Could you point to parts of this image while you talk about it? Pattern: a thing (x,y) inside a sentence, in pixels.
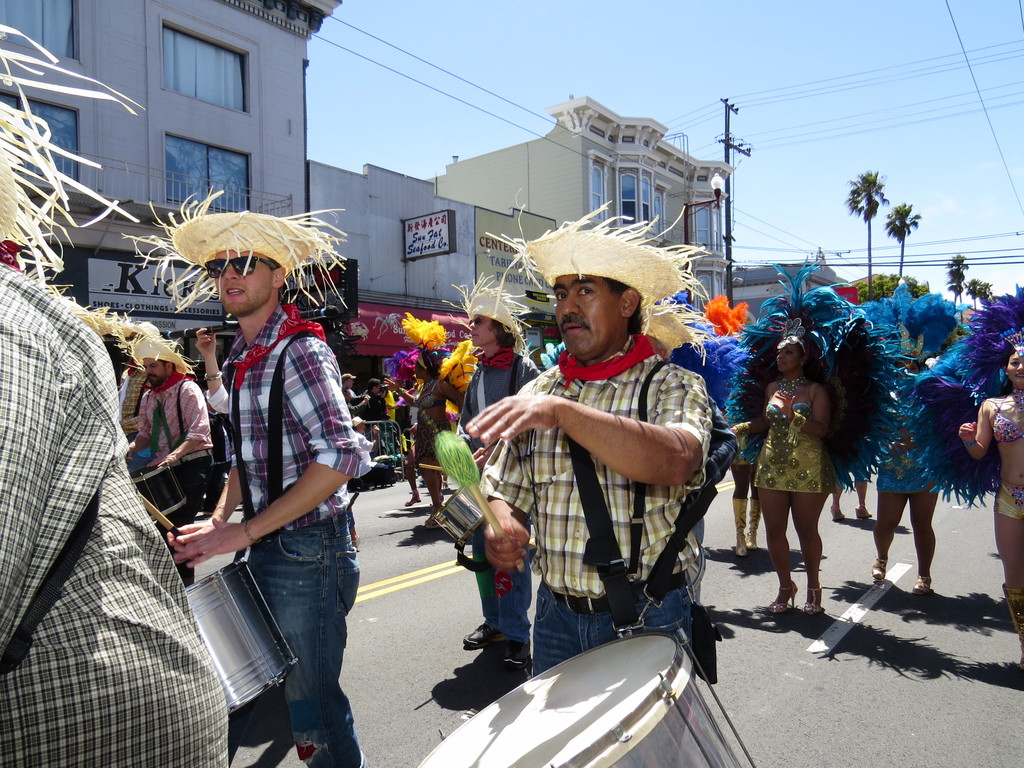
This is the picture inside of the city (714,554) on the road (779,620). There are people (593,437) on the road (784,624). At the top (627,52) there is a sky (789,56), at the left (131,63) there is a building (180,134), at the back (869,256) there are trees (888,284). The persons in the front (264,399) are playing drums (611,723).
